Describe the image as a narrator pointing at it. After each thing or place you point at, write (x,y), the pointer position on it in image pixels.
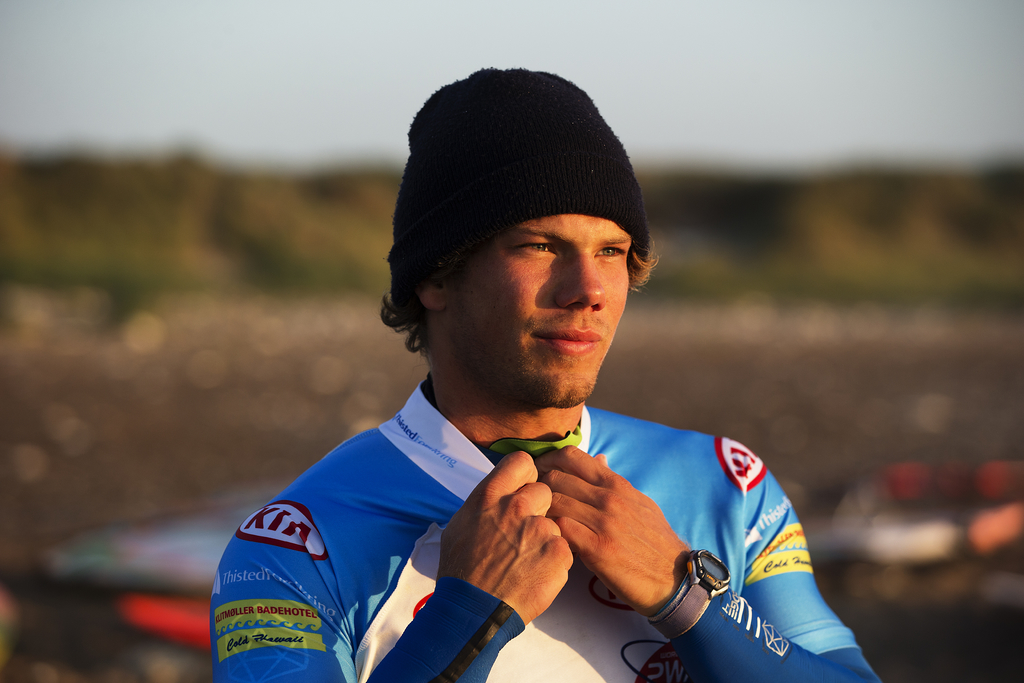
In this image I can see a man (636,601) standing in the front (498,361), wearing a black cap (540,179). The background (670,197) is blurred.
